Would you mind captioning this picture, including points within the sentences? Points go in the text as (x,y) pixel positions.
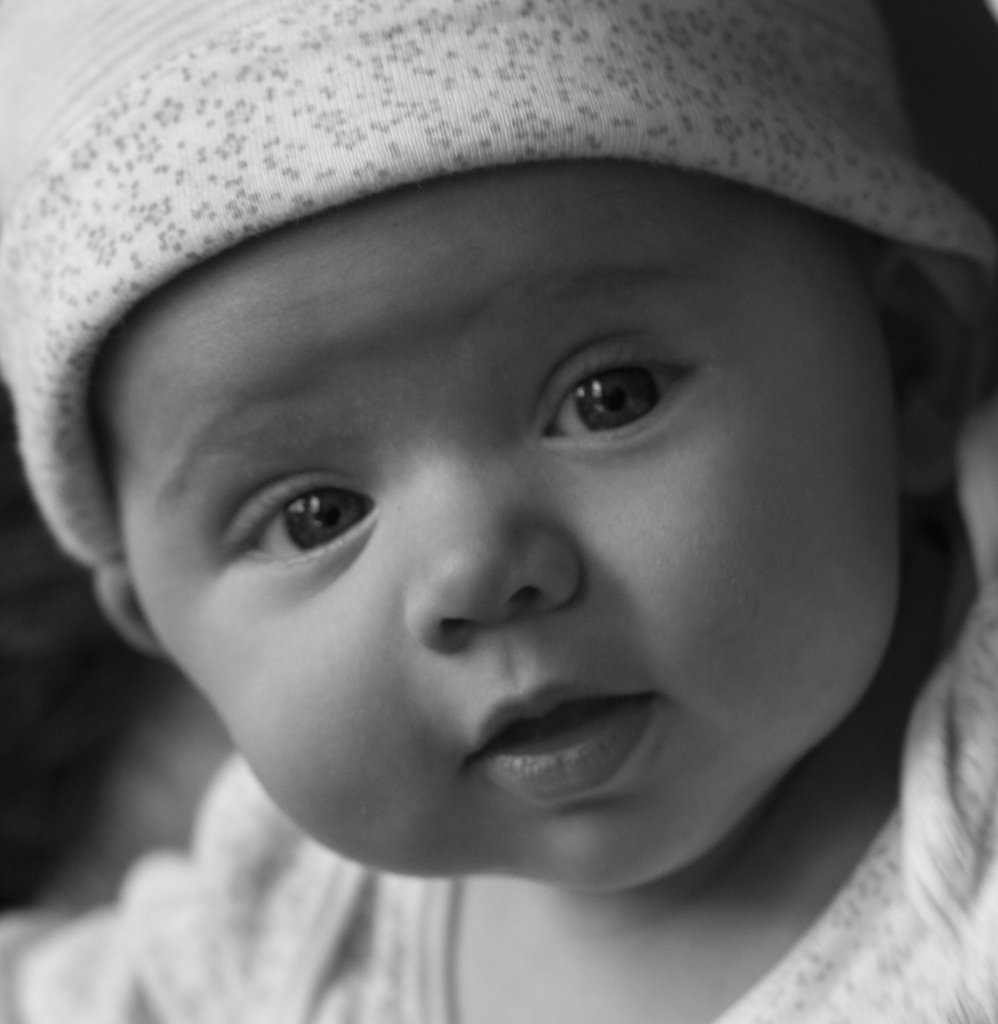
It is a black and white image of a baby (593,485).
